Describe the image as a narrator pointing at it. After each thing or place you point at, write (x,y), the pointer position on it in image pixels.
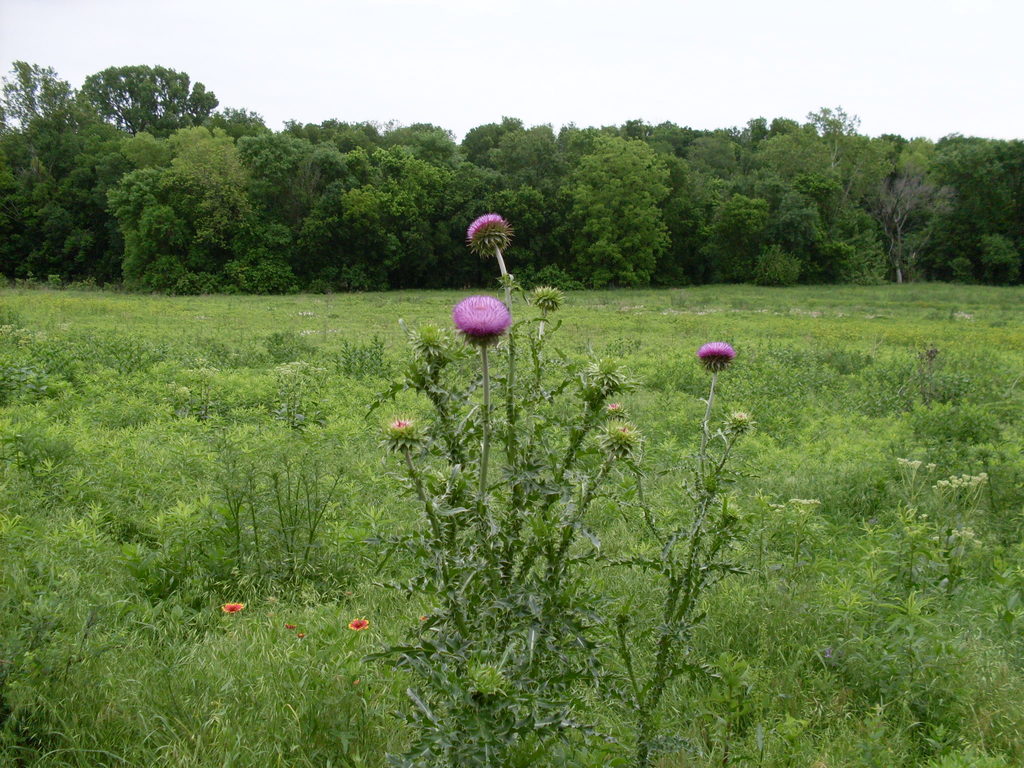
Here we can see plants (471,470), flowers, and trees (538,266). This is grass (296,311). In the background (1014,31) there is sky (526,63).
